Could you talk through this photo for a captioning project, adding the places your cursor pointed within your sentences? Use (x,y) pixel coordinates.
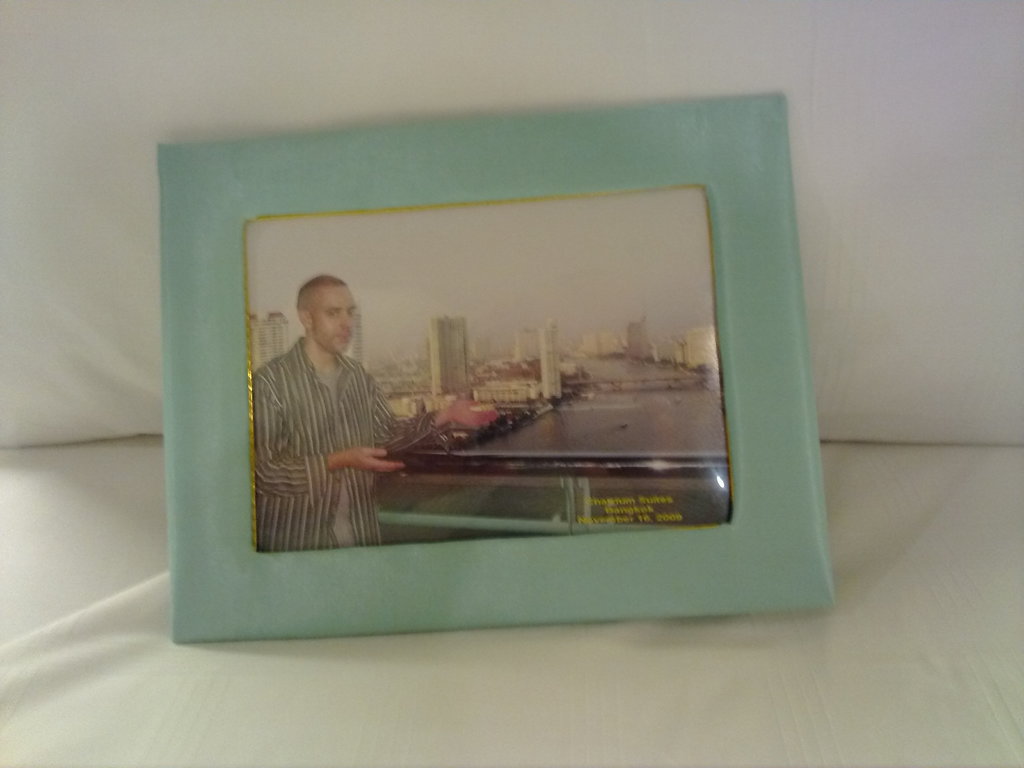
In this image we can see a frame (601,406) with the man (330,309), buildings (461,354) and also the text (606,513) and the frame (451,287) is placed on the couch (747,650).
